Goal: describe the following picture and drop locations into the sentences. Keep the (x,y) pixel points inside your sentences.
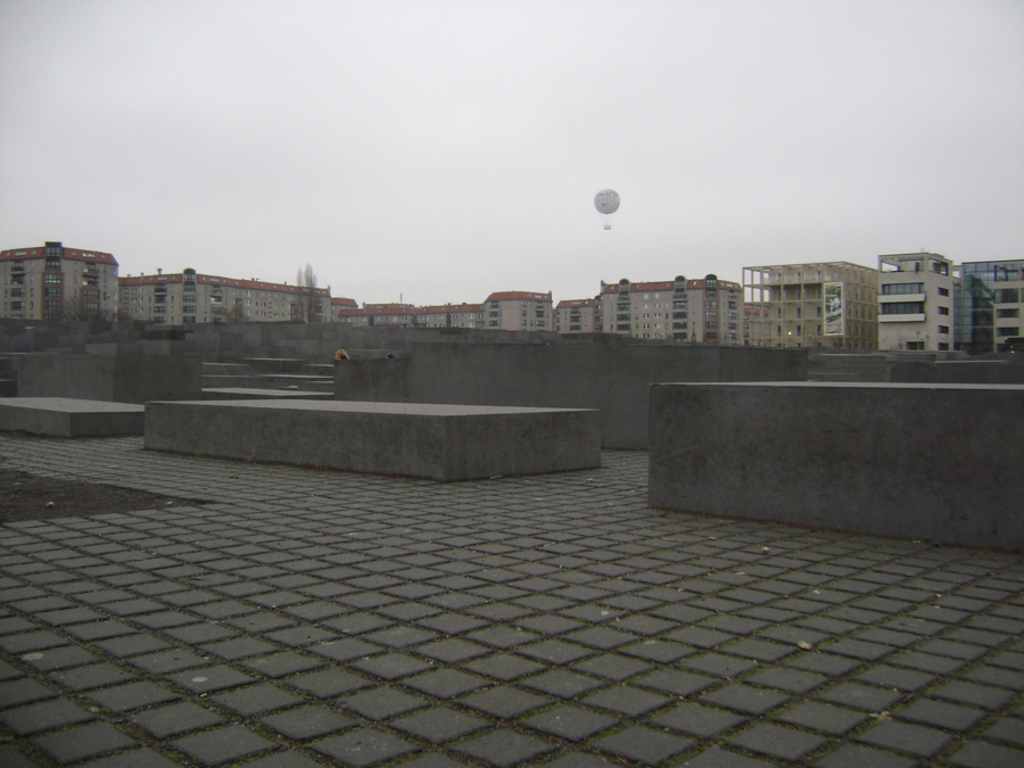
In the middle (471,349) I can see buildings (1004,281) and concrete blocks (594,426). On the top (428,182) I can the sky (550,172). This image is taken during a day on the road (272,604).
